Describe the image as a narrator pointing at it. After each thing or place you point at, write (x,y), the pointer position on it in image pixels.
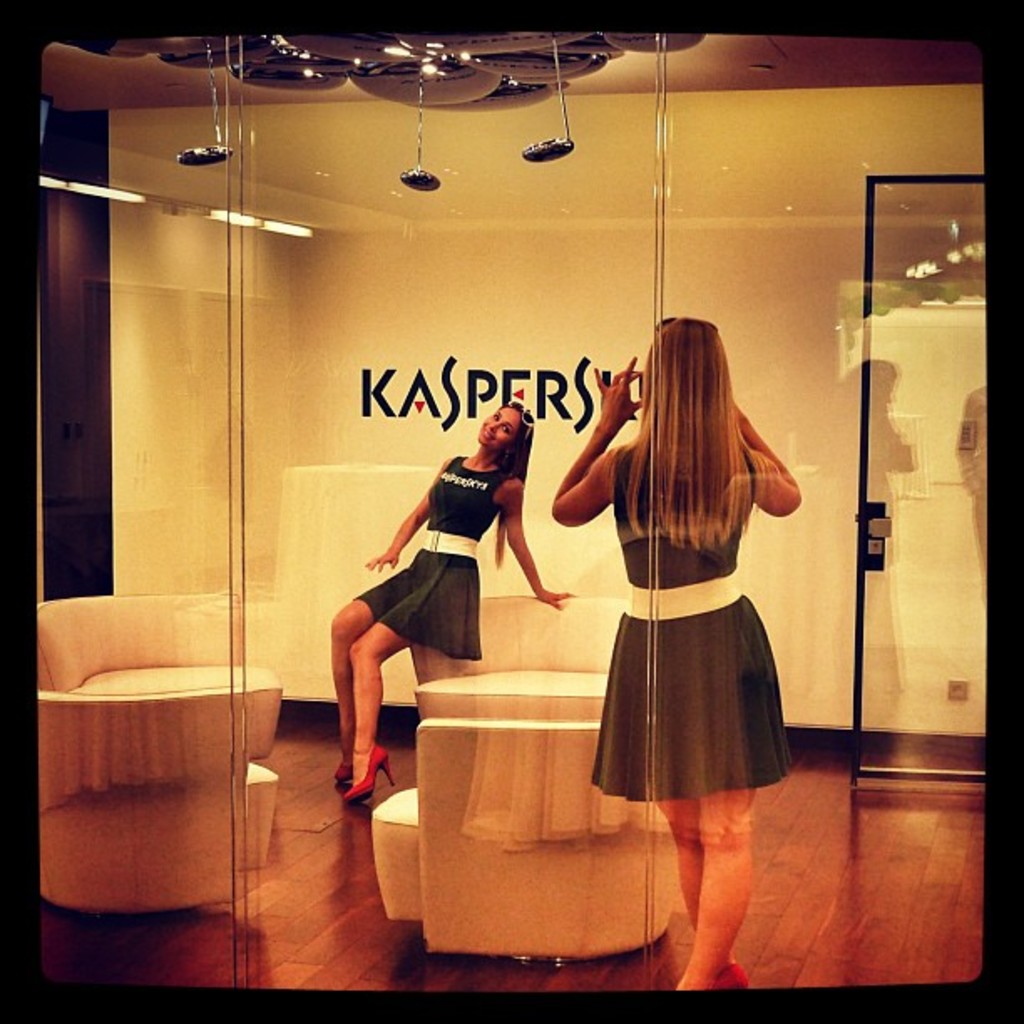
In this picture we can see a woman (383,631) wearing a dress (457,577). She is sitting on the edge (429,667) on a sofa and giving a pose. She is smiling. Near to her we can see an other woman (726,542), it seems like she is holding a gadget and taking a snap. On the right side of the picture (866,499) we can see a glass door (980,487). On the floor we can see the chairs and the sofas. At the top (880,65) we can see the ceiling (862,52) and an object (367,79).
